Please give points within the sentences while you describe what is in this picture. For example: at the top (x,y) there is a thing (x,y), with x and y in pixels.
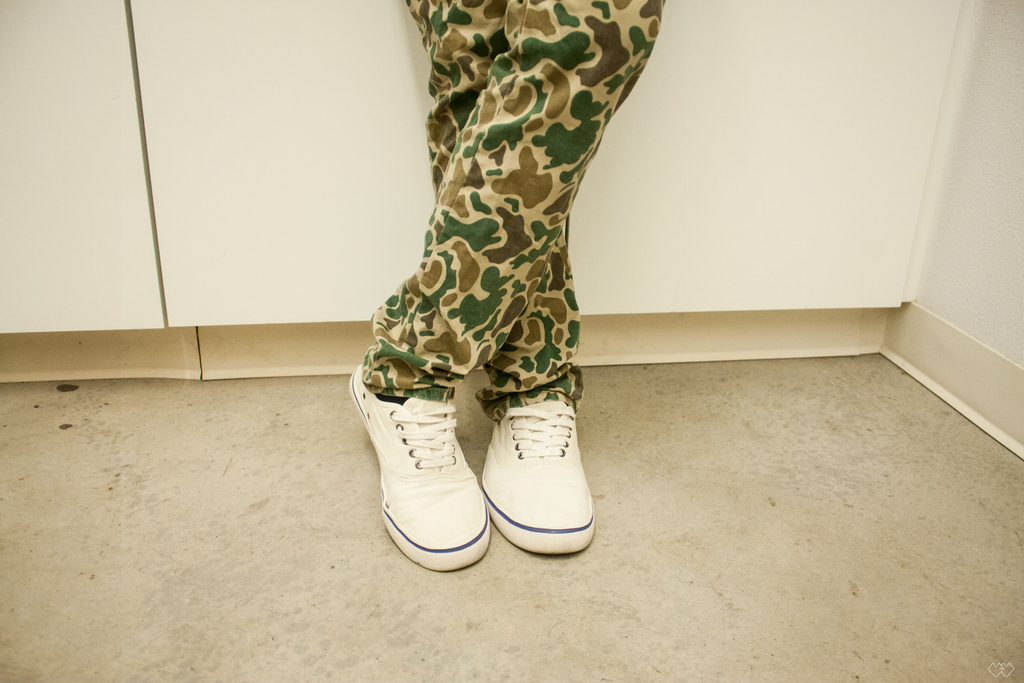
Here in this picture we can see a person's legs (509,104) present on the floor (491,544) over there and we can see white colored shoes (397,411) on the legs (463,361) over there.
